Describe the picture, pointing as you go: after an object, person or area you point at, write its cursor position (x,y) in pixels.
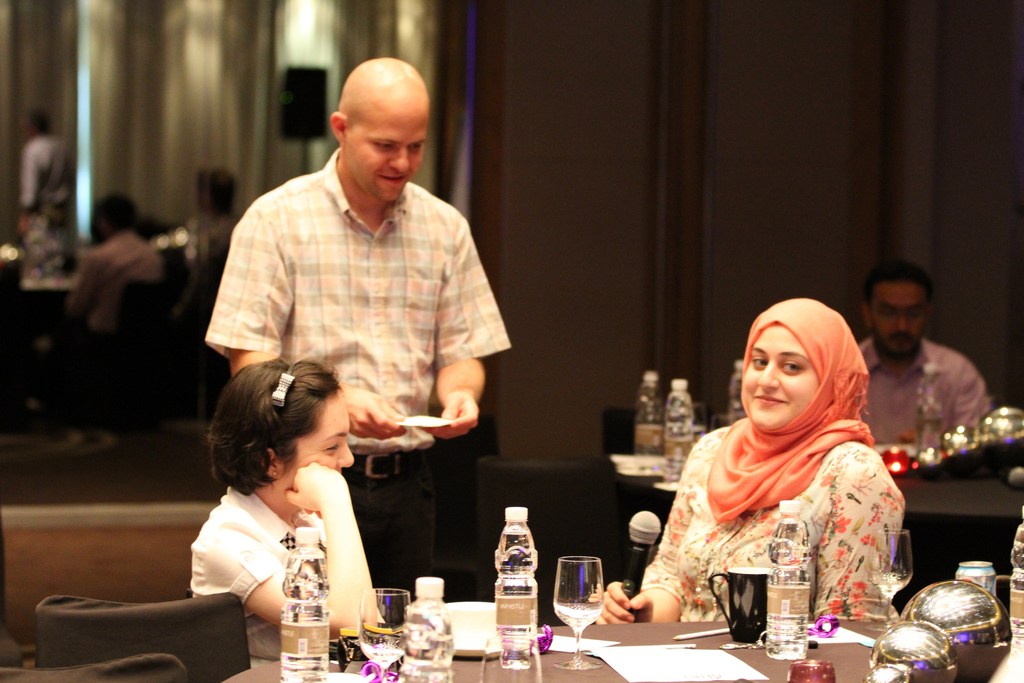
In this image we can see a person (356,496) standing and holding a paper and there are few people (770,356) sitting on chairs (126,637) and we can see few tables (613,629) and on the tables (558,630), we can see water bottles (779,654), glasses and some other objects (347,643) and in the background (198,384), we can see the reflections (260,120) on the mirror (246,108).
